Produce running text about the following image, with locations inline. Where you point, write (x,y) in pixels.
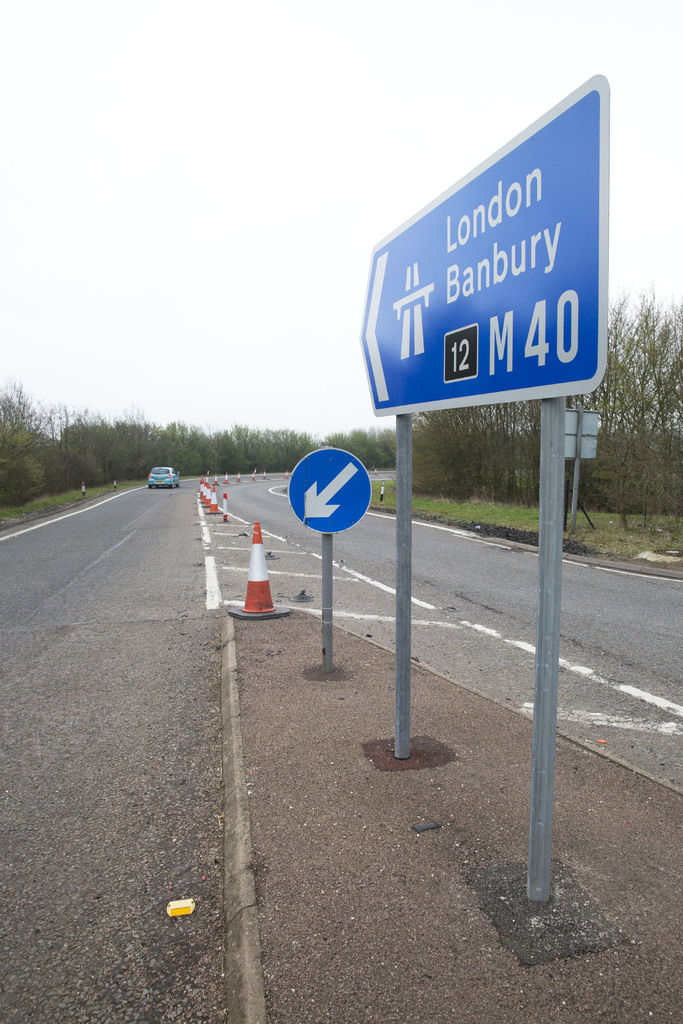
In this image there are few boards (340,455) attached to the poles (555,679). Middle of the road (189,558) there are few inverted cones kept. A car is on the road (136,508). Few side bars (83,491) are on the grassland (67,495). Background (4,477) there are few trees (510,448). Top of the image (220,210) there is sky (230,228).
